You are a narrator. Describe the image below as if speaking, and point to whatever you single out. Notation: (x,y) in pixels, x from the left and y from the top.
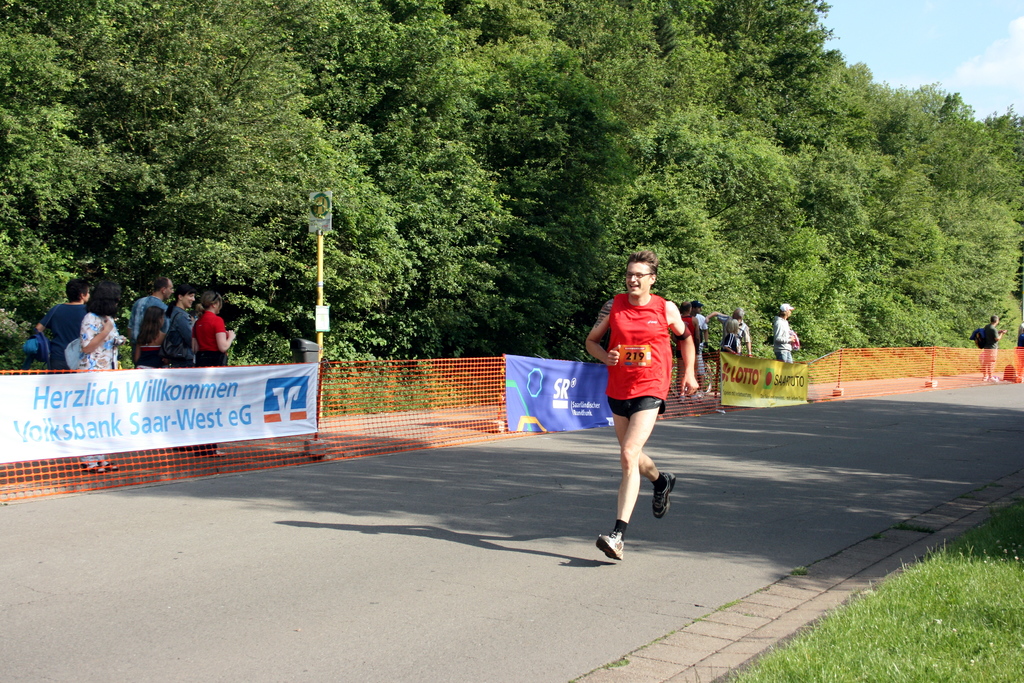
In the image there is a man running on the road (313,467) and around the man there are banners (517,398) and there is a fencing (947,381) behind the banners (165,393). Behind the fencing (996,355) there are few people (78,313), in the background (766,169) there are plenty of trees (777,170).
